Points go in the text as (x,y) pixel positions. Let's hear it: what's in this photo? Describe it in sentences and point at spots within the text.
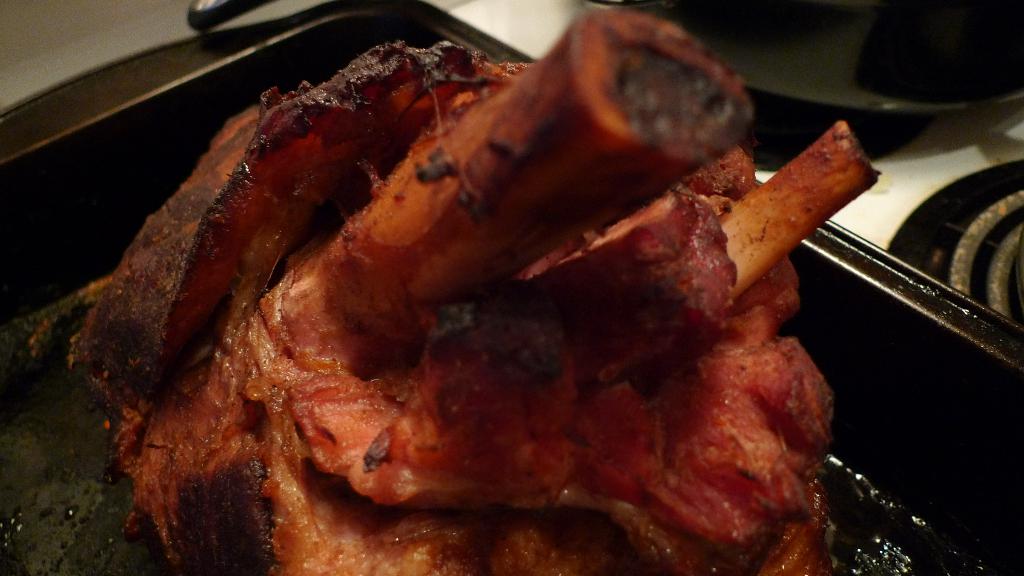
In this image in the foreground (589,151) there is some meat (247,299) in a tray (24,378), and in the background (921,119) there are some pans (857,74) and a stove (962,218).
